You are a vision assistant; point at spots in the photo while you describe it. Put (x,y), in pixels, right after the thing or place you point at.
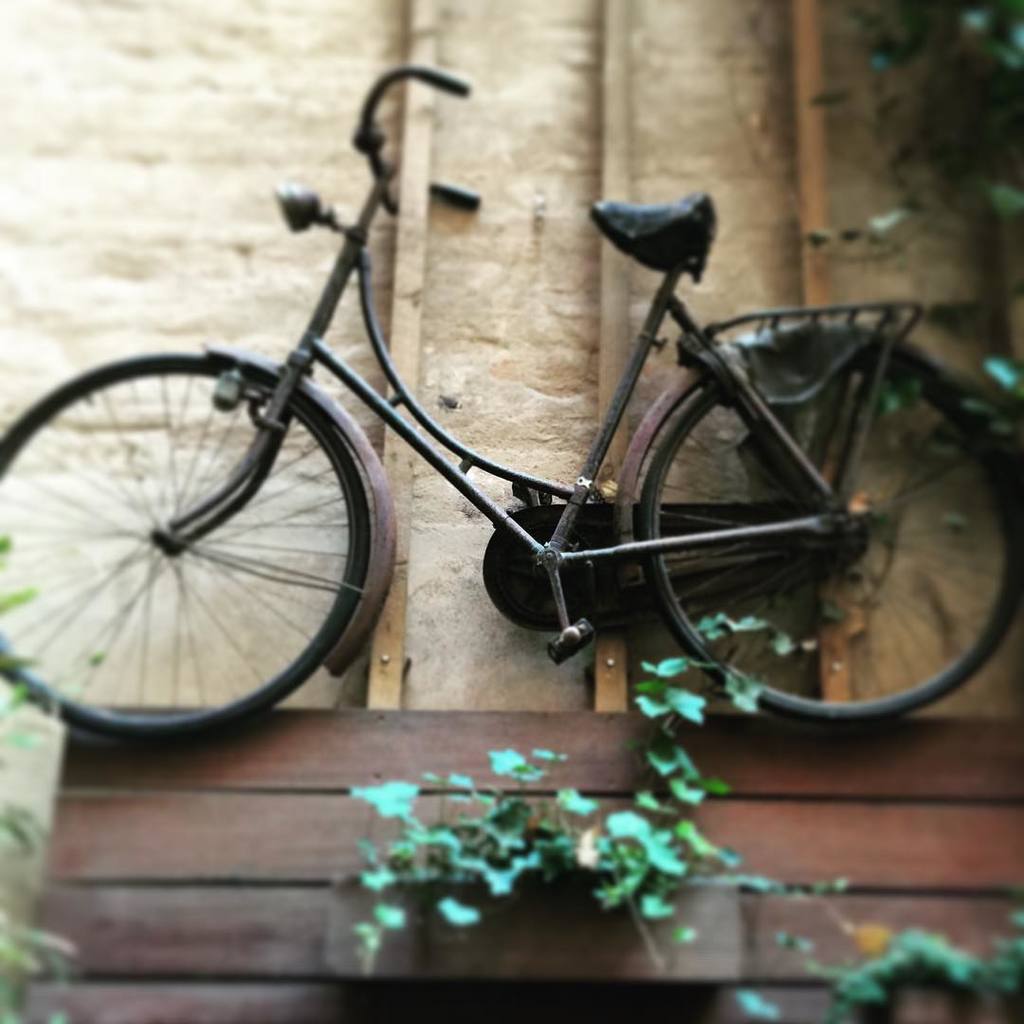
In the image there is a wall (491,643) and on the wall (120,439) there is a cycle (309,390).
